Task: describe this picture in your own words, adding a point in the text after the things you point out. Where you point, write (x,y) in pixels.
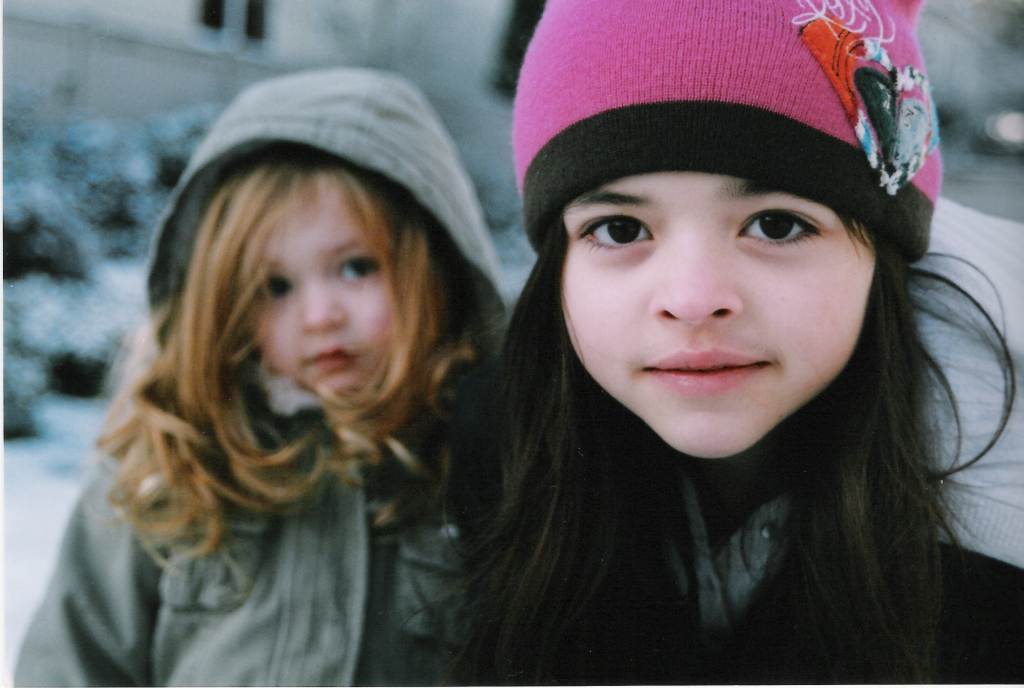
In the right side (942,525) a little cute girl (834,485) is looking at this side, she wore a pink color cap (716,83). In the left side (325,657) there is another girl (437,406), she wore a coat (73,596).
